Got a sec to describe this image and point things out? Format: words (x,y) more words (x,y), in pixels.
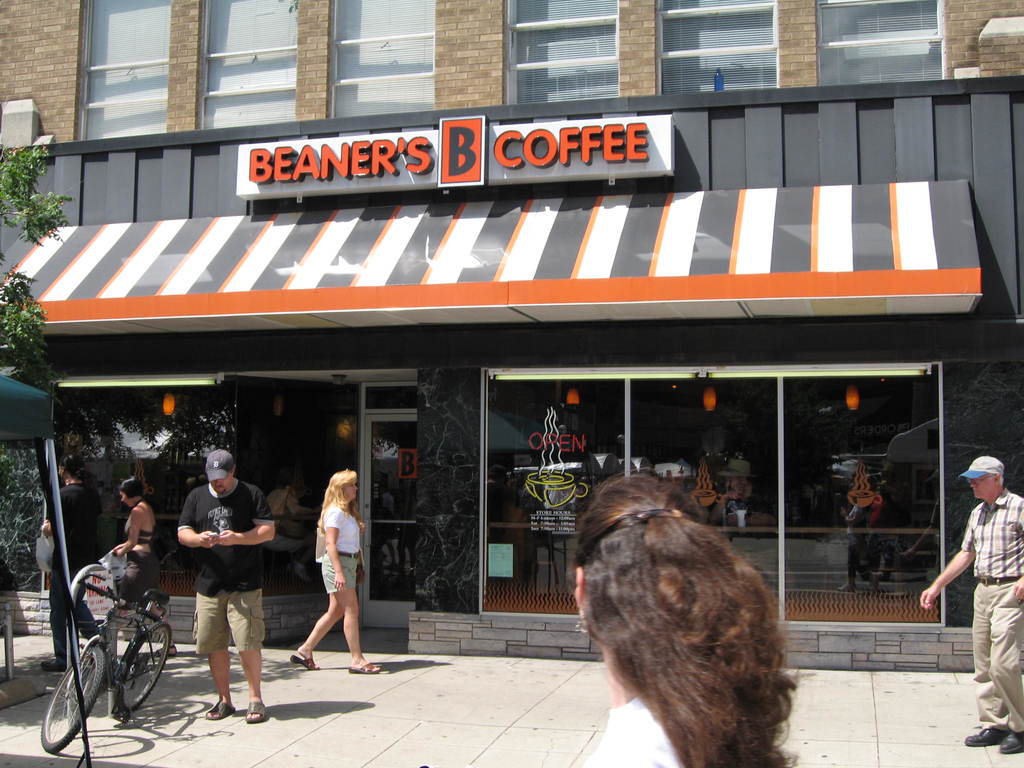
This is the front view of a coffee shop (608,327) with glass doors (380,466) and windows (521,522), in front of the coffee shop (335,458) there are a few people (148,585) walking on the street (277,652), there is a bicycle (168,641) parked in front of the coffee shop (332,371).
